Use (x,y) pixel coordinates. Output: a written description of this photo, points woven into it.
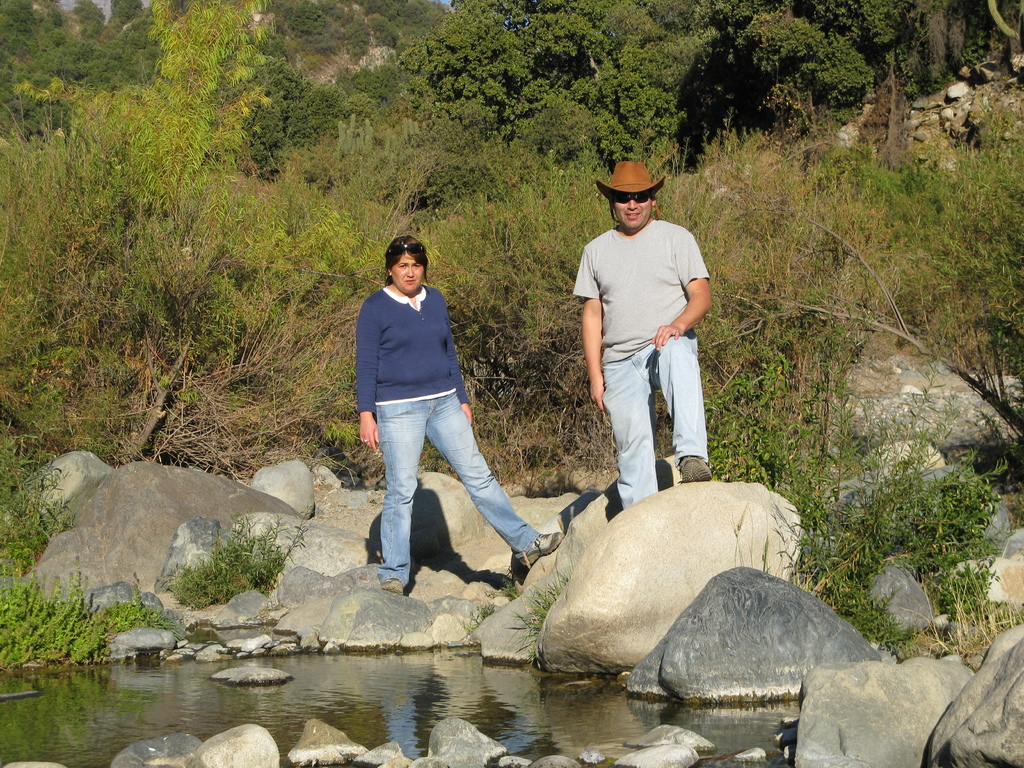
This picture is clicked outside. In the center (419,310) we can see the two persons (433,341) wearing t-shirts (438,354) and standing on the rocks (611,600) and we can see a water body (521,692), plants (928,537), trees (324,124) and some other objects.
